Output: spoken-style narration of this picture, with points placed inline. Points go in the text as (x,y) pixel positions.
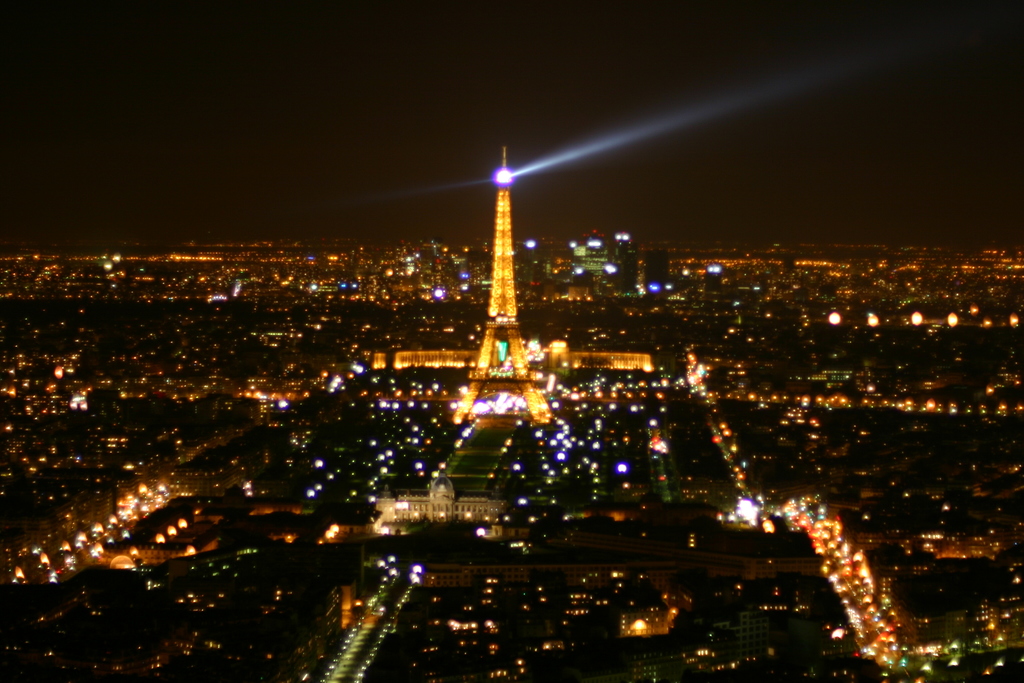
This is an image clicked in the dark and it is an outside view. In the middle of the image (510,363) I can see a tower (499,368). Around this I can see many buildings (172,464) and lights (381,469).
